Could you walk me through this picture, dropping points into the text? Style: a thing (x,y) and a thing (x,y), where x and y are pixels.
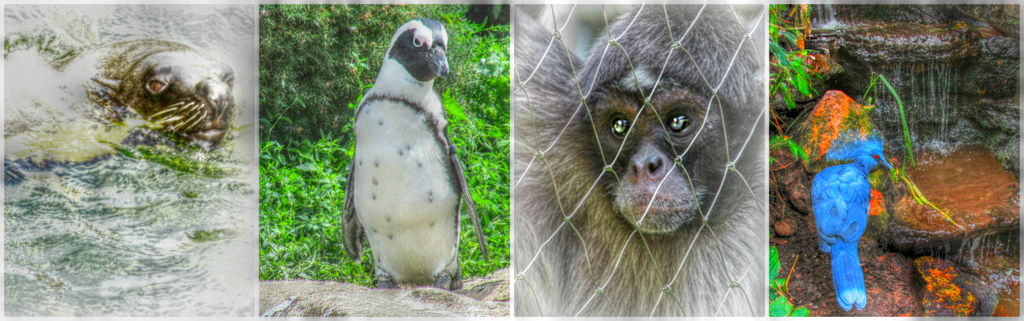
In this picture I can see the collage image. I can see two birds (459,215) and two animals (661,157). I can see water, plants (487,208), stones (823,141). I can see the metal grill fence (583,143).
